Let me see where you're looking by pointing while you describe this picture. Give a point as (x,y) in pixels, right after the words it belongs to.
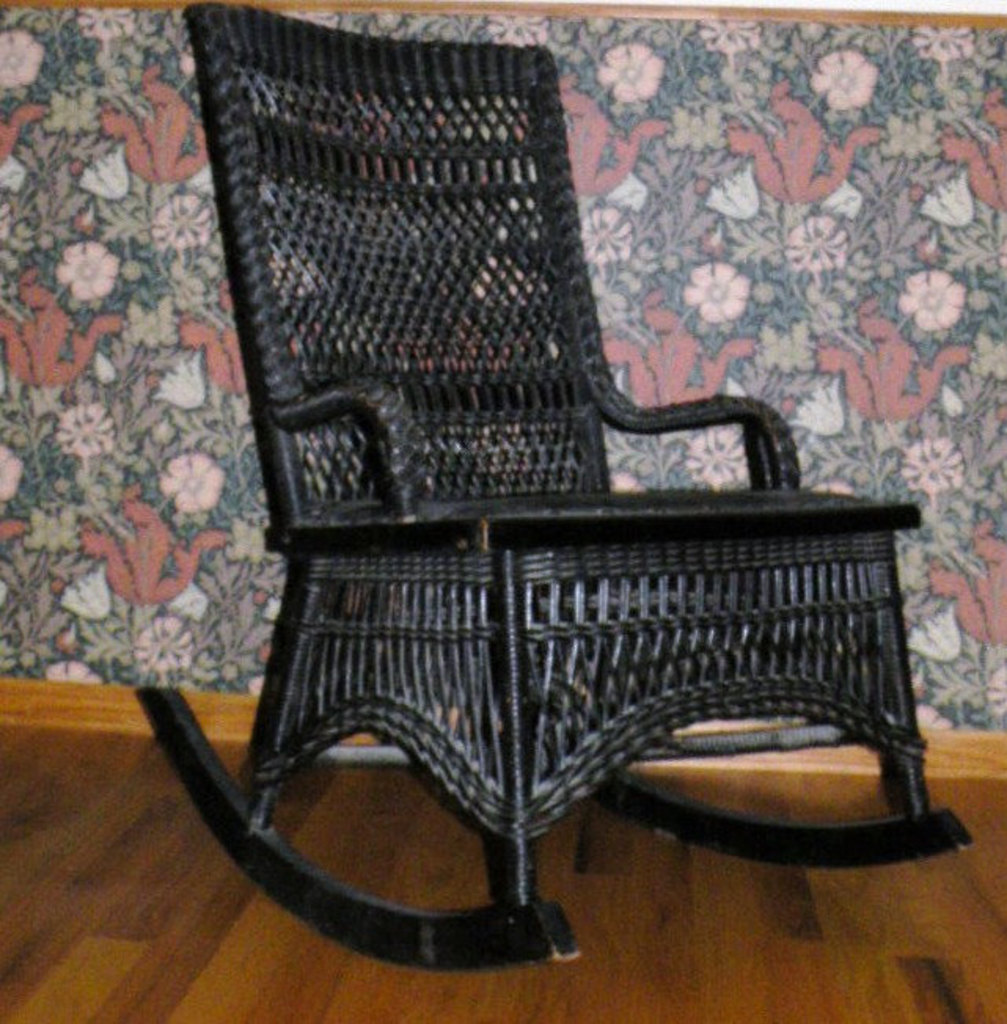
In the center of the image (420,439) we can see a chair (559,542). In the background of the image (904,350) we can see the wall (712,301). At the bottom of the image (680,896) we can see the floor (647,896).
